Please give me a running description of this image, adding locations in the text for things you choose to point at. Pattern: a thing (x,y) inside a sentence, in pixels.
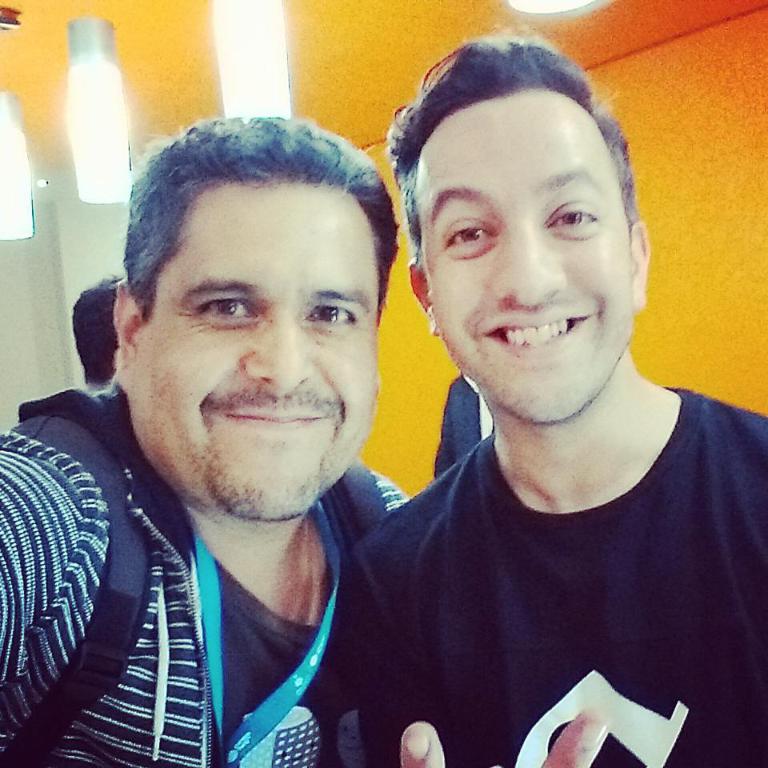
In this image we can see a few people (249,518), one person (167,547) is wearing a backpack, behind them, we can see the wall (395,208), also we can see some lights (114,139).
